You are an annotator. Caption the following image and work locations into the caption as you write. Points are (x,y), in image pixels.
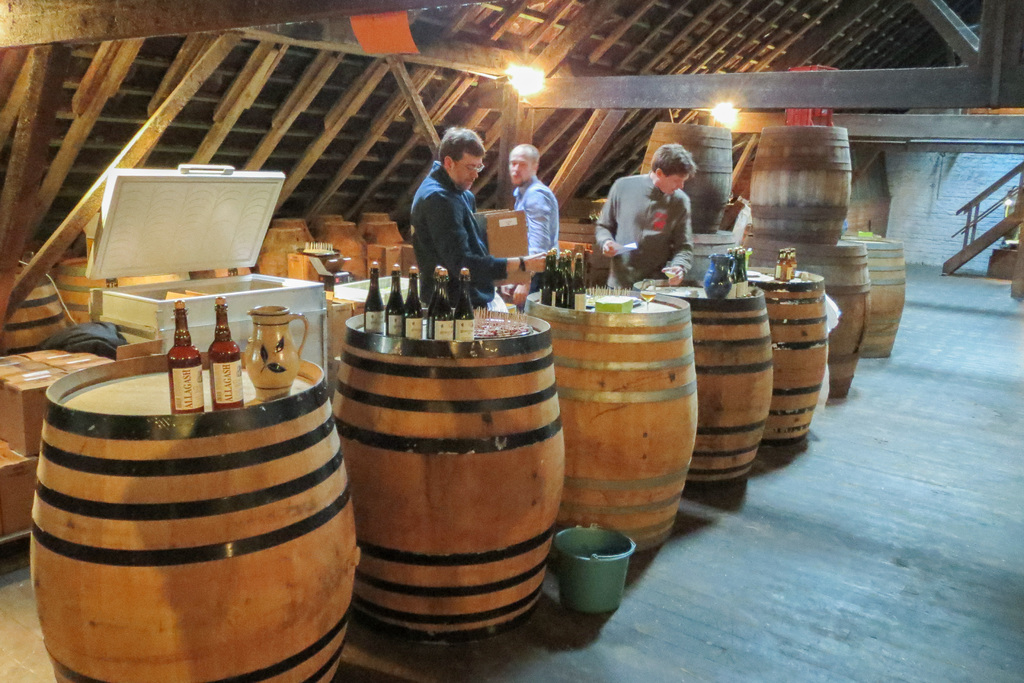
In this picture, we see three men (681,212) are standing. In front of them, we see the tables (407,399) which look like drums (664,411). On the tables (146,379), we see glass bottles (179,322) and a jug (269,341). Beside that, we see a green color bucket (558,548). Behind them, we see many carton boxes (37,369) and a white color box (131,302). On the right side (976,245), we see the staircase (986,237). In the background (343,123), we see a wooden wall (381,131) and the lights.
